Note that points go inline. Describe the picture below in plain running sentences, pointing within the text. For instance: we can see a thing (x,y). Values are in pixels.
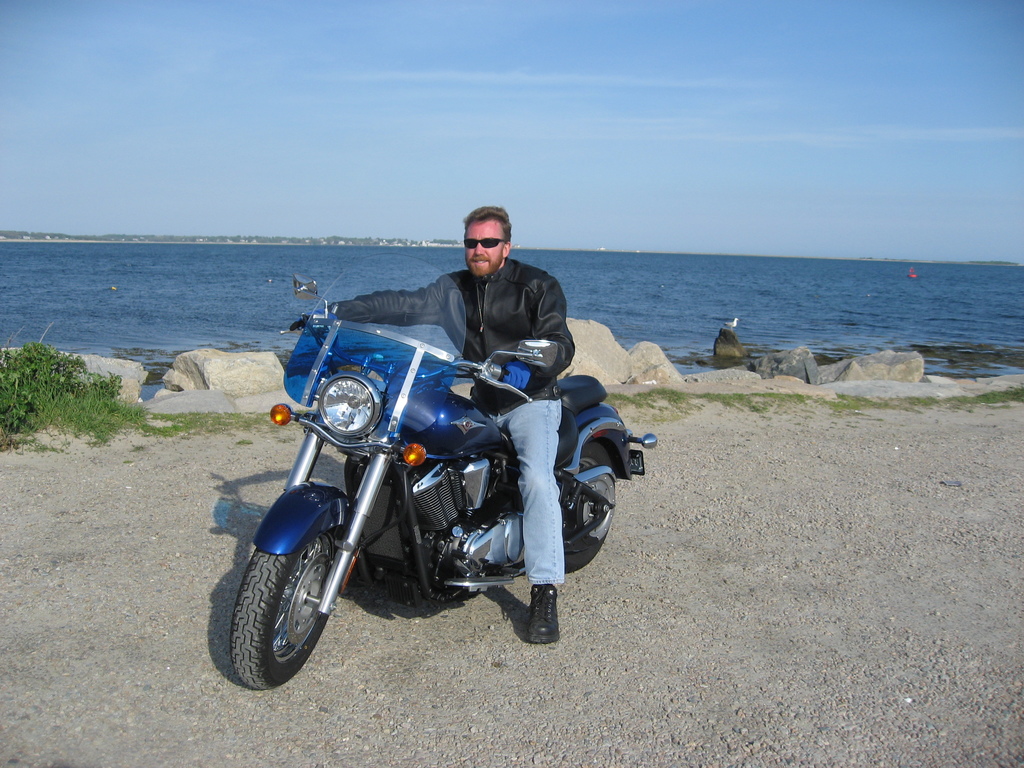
A person (520,486) is sitting on a motorbike (440,458). Background (749,325) we can see water (737,301), plants (5,427), rocks (141,376) and sky (701,147).
